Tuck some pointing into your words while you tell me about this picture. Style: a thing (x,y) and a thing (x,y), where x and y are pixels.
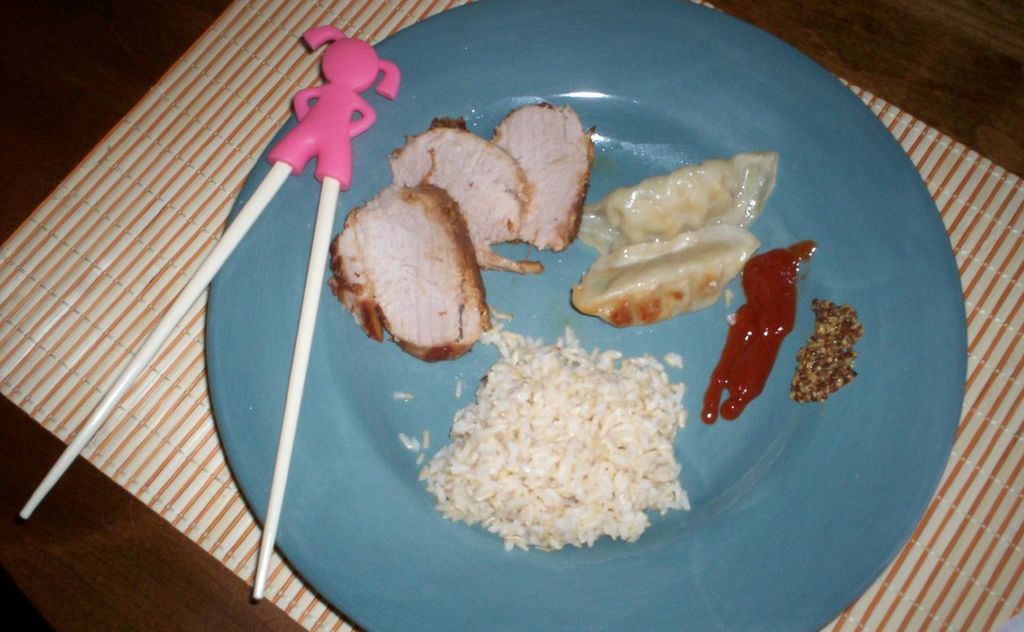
In this image there is a table (5,198), on that table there is a cloth (966,590), on that cloth (1020,442) there is a plate (332,418), on that plate (543,279) there is a food item (335,280) and chopsticks (324,153).
